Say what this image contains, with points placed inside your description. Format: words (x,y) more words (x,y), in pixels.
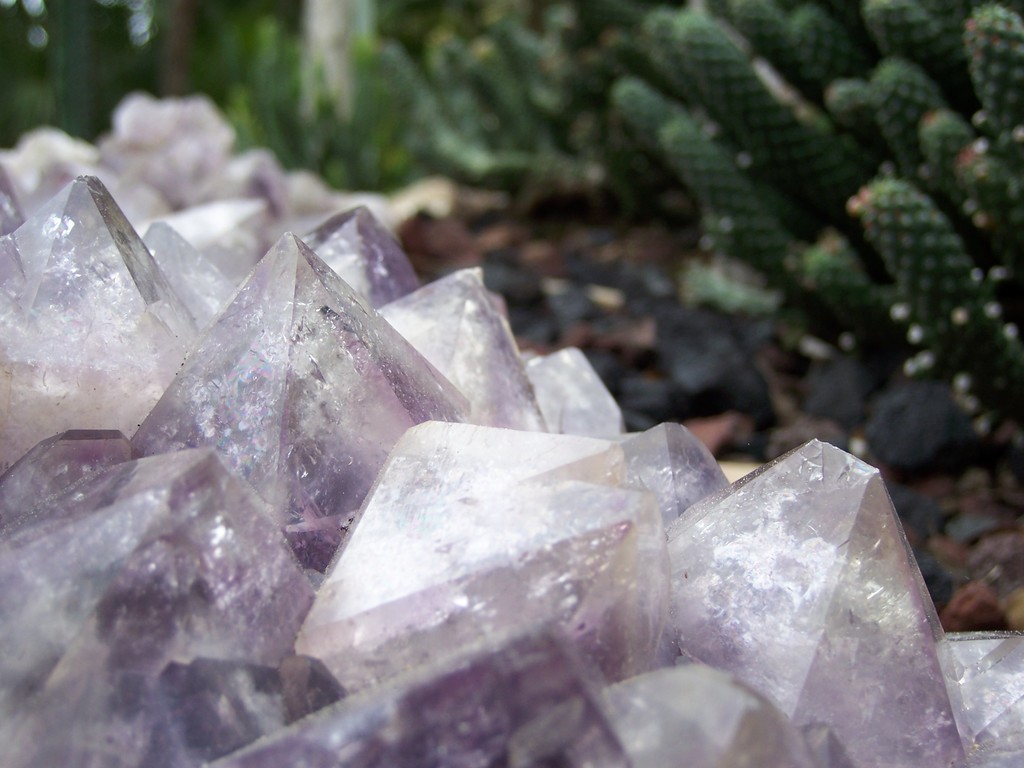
In this image, we can see some crystals (869,759). We can also see some green colored plants (768,191) and the background (181,38) is blurred.
